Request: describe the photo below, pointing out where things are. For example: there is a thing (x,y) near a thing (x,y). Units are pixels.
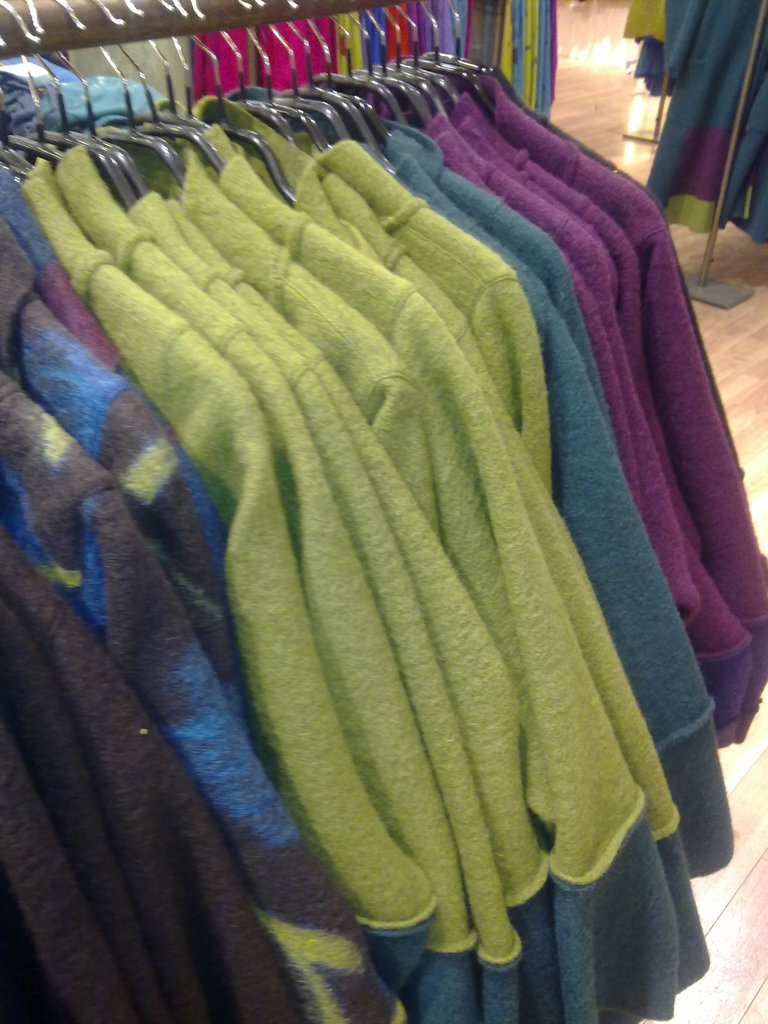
In this image we can see some clothes (122,251) with hangers (77,142) hanged to a rod (11,21), two stand poles (716,298) on the floor (627,99), some clothes (531,59) in the background (695,15) and we can see the reflection of lights (644,96) on the floor (604,55) in the background (730,319).
